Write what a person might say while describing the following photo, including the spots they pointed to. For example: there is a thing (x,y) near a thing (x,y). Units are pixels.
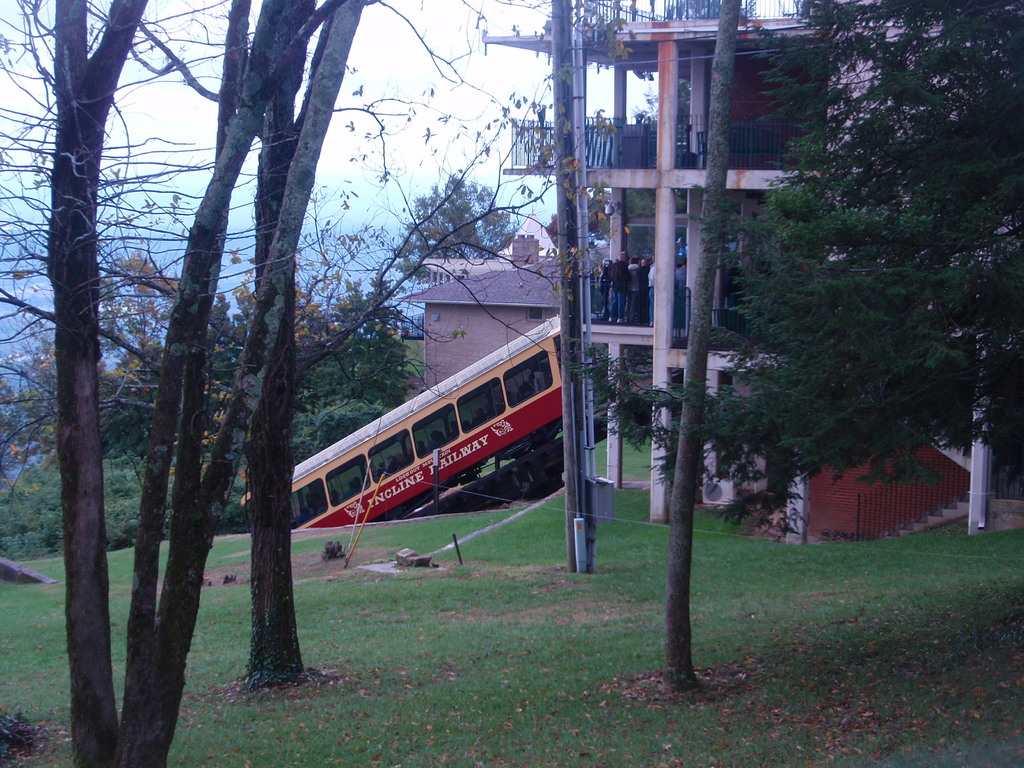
In this picture we can see a vehicle (400,406) with some people (524,379) inside it, trees (215,261), grass (600,587), buildings (453,288) and in the background (426,3) we can see the sky (369,273).
